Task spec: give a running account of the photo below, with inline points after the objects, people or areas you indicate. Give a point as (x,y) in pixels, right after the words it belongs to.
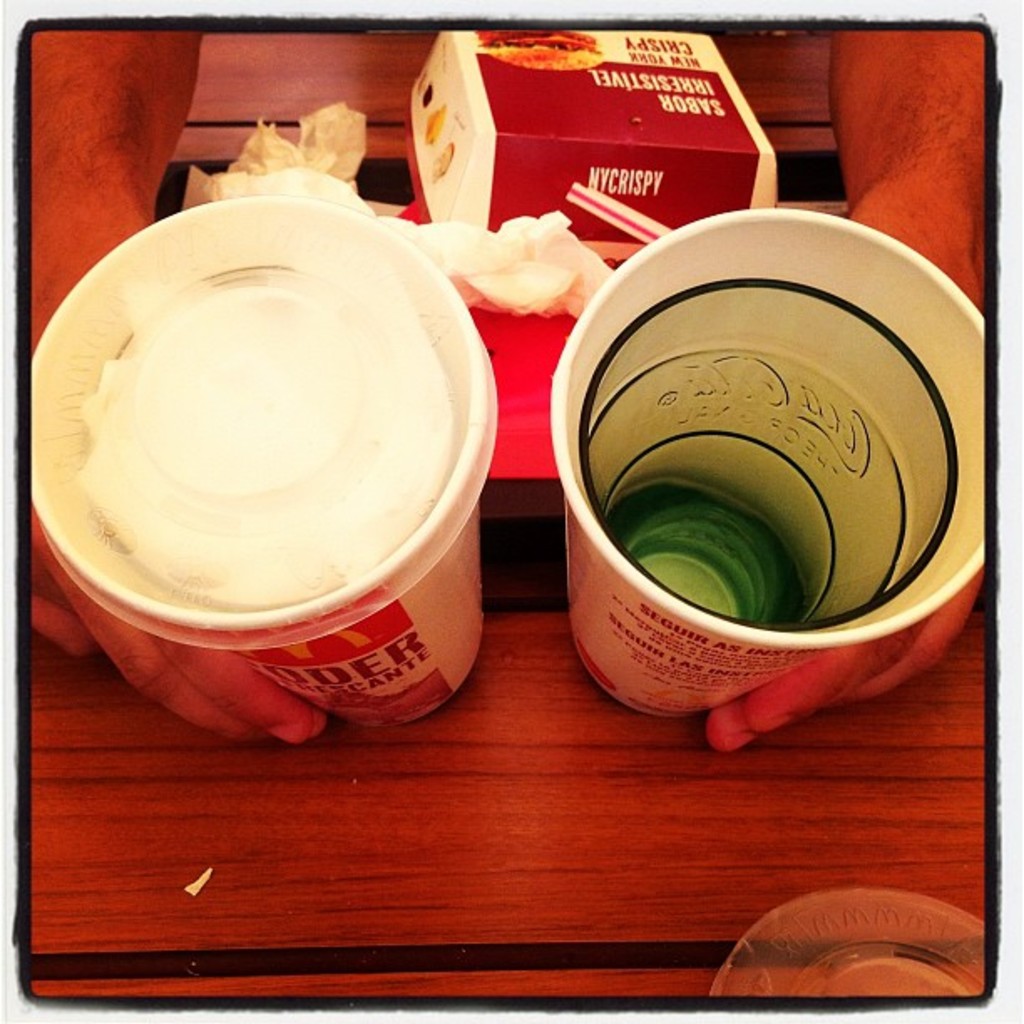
This picture shows few cups (781,266) and a box (415,110) on the table (299,765) and we see human hands (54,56) holding cups (405,356) and a napkin (541,270).
